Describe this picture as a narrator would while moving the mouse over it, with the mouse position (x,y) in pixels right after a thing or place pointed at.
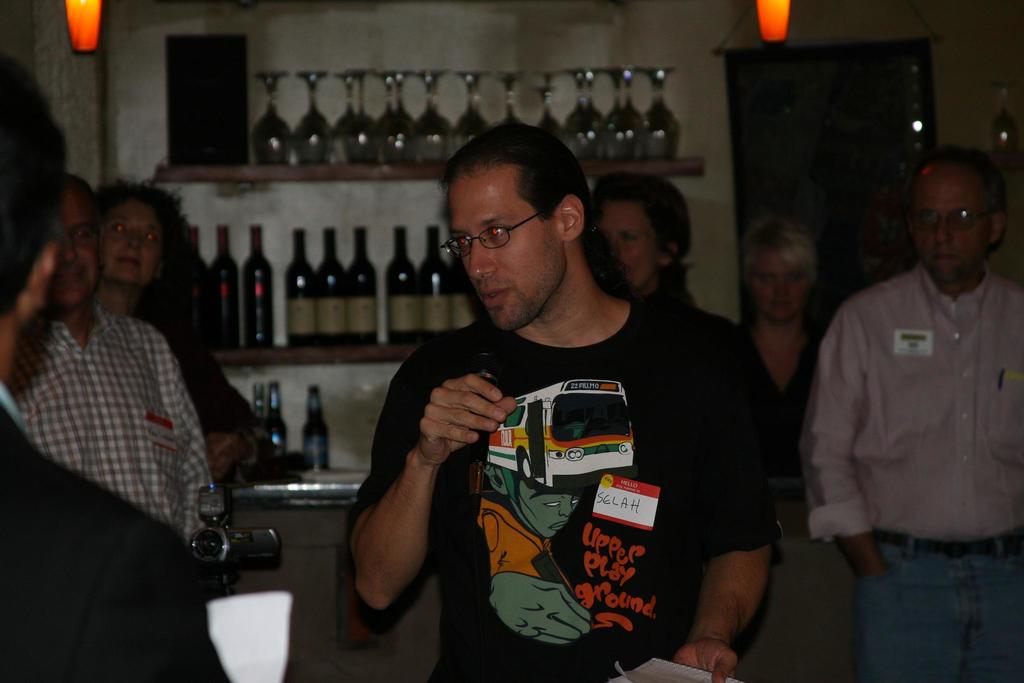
In the image we can see there are people (603,422) standing, wearing clothes (812,456) and some of them are wearing spectacles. This is a video camera (216,543), shelf (283,354), bottles (357,293), wine glass (354,134) and the light (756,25).
